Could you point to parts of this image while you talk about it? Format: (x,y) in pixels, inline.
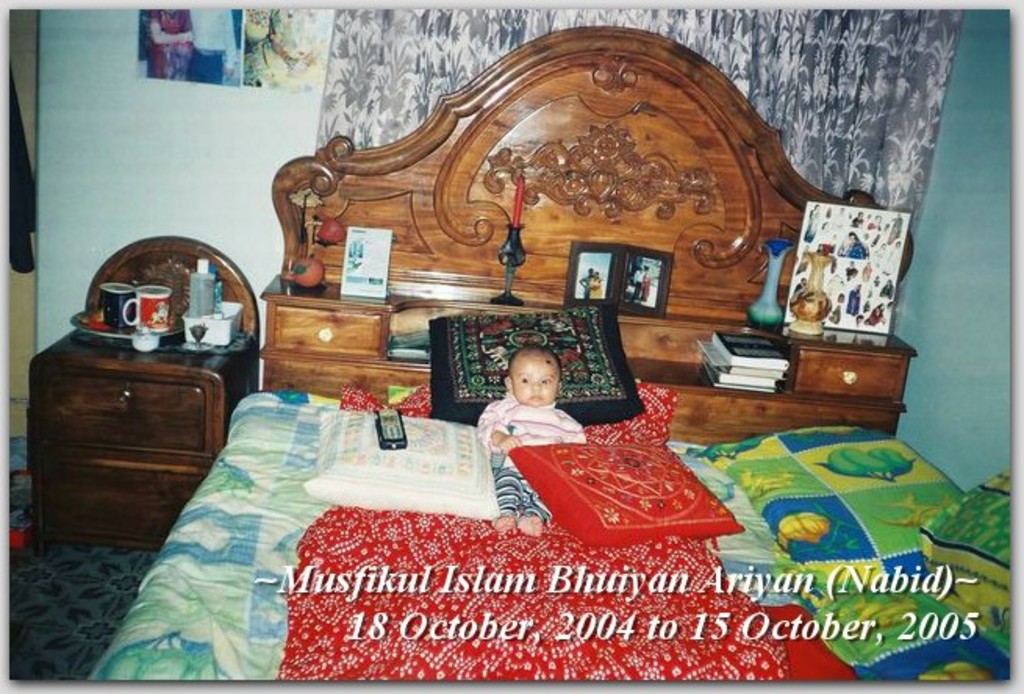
In the center (540,405) we can see baby (494,440) sitting on the bed (492,534) and beside the bed (297,325) there is a table (135,369). And coming to the background (198,125) there is a wall (196,125).
